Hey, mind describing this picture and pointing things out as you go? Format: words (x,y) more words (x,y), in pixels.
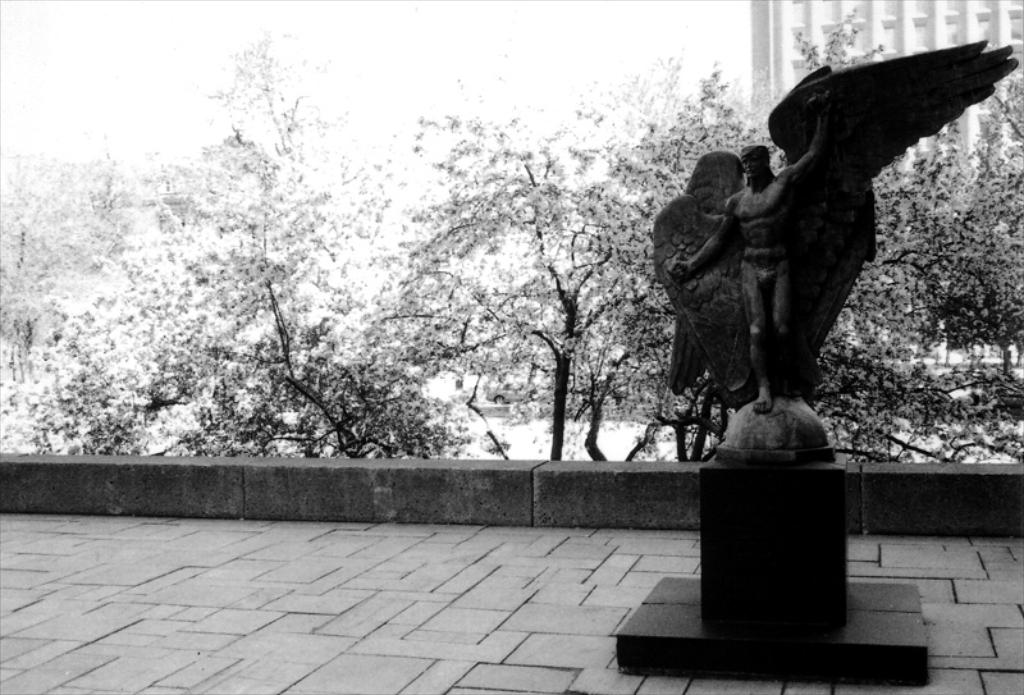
As we can see in the image there is a sky (581,12), trees (533,131), building (903,42) and a statue (767,241).
